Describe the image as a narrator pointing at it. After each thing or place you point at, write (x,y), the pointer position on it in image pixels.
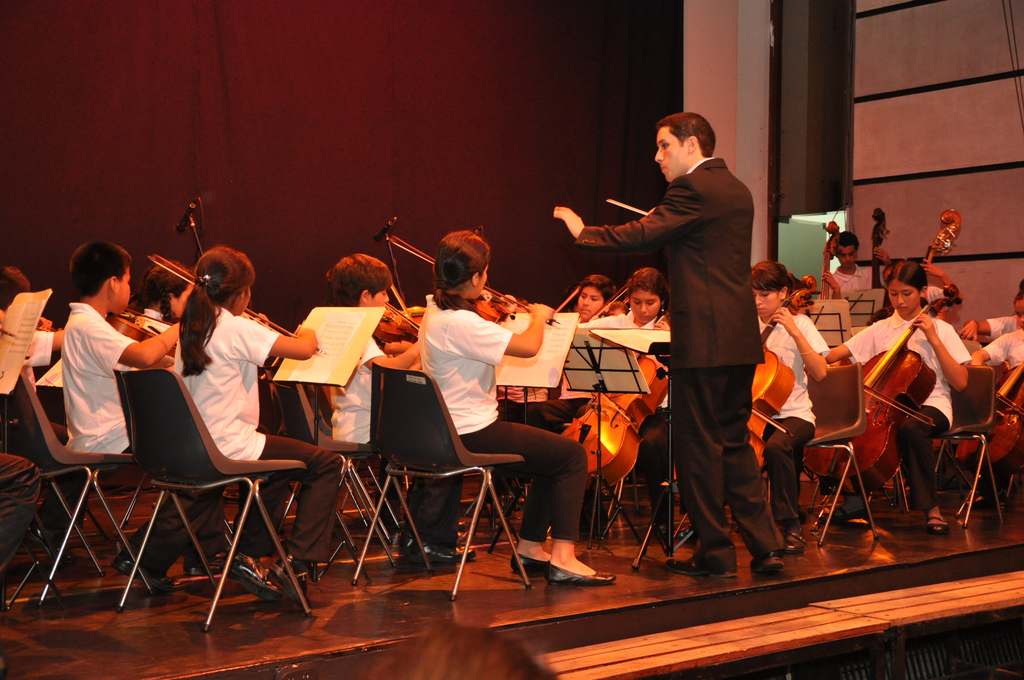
These persons (486,323) are sitting on chair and playing violin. This man (744,497) is standing and holds stick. This is red curtain (379,115).
